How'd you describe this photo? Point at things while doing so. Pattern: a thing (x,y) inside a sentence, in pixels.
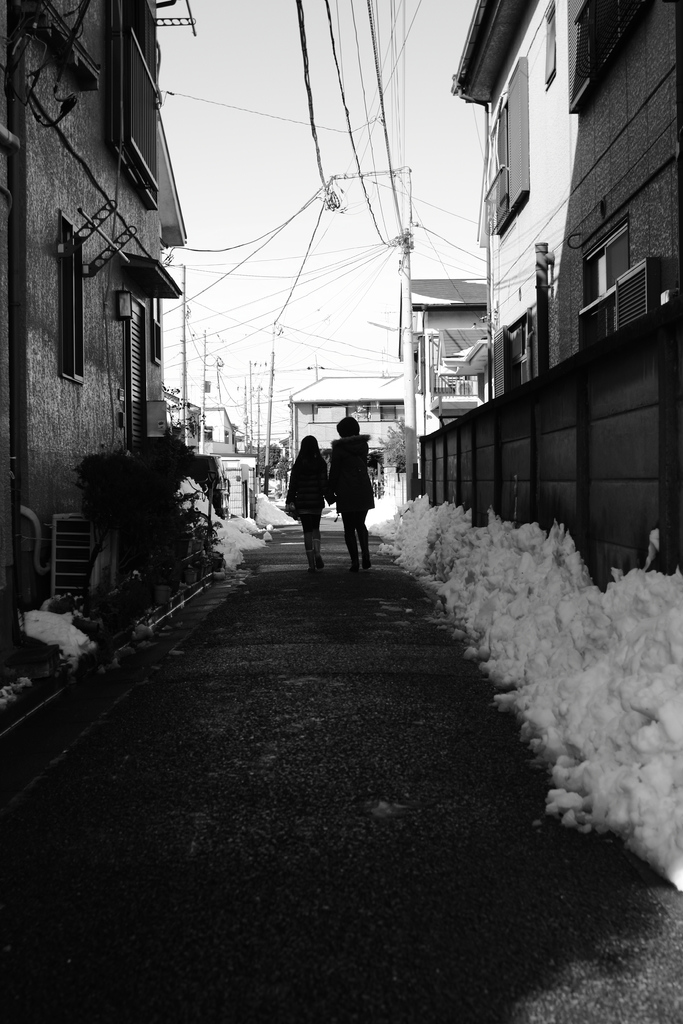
In this image we can see these two persons (349,479) are walking on the road (495,855). Here we can see the snow (526,698) or ice (526,698), wooden fence (534,464) and on either side of the image we can see buildings (587,142), poles (399,239), wires (319,126) and sky (343,375) in the background (333,398).
